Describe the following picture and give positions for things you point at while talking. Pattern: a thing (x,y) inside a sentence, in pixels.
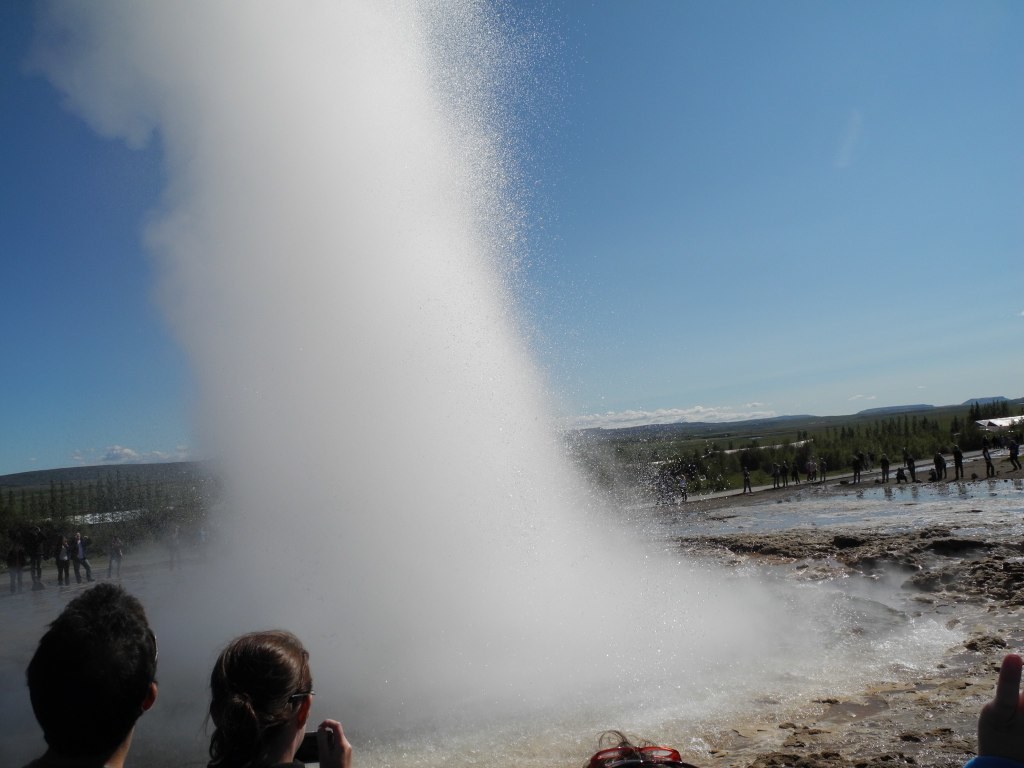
At the center of the image (474,462) we can see there is a water explosion (582,577), around that there are a few people (1007,703) standing and few are taking pictures of it with the camera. In the background (864,441) there are trees (836,438), mountains (603,431) and the sky (641,275).
